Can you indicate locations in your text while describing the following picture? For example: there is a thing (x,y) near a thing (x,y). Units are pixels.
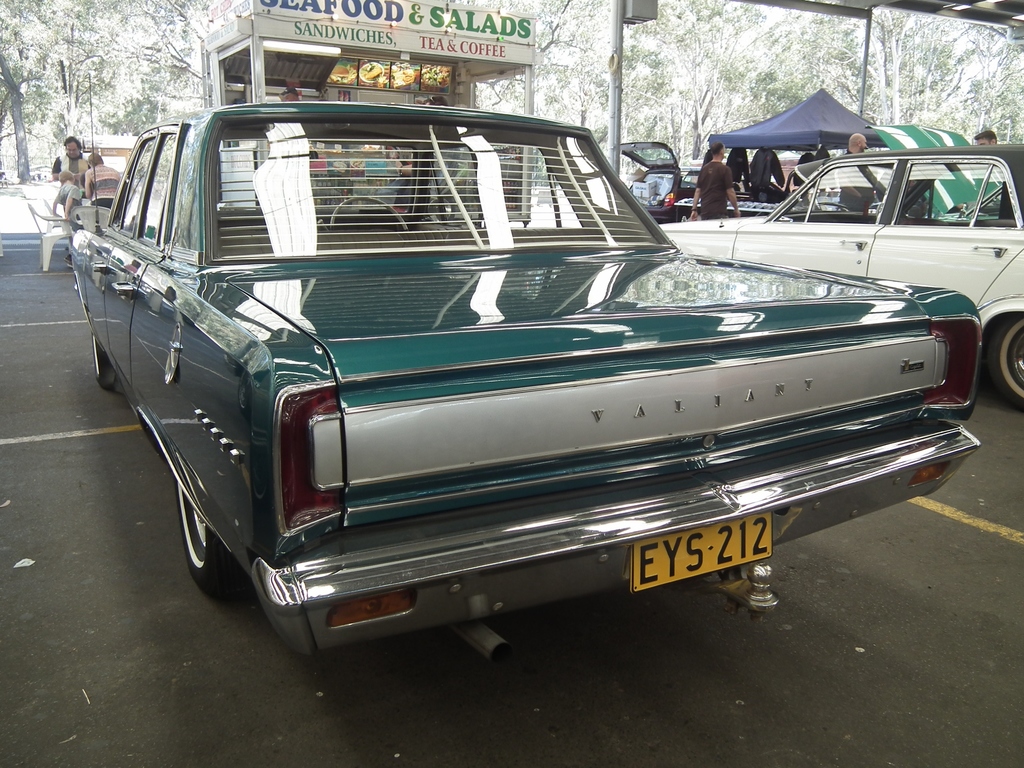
In this image there are few vehicles (154,241), few people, chairs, trees (749,94), a shop (347,73) and a tent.
